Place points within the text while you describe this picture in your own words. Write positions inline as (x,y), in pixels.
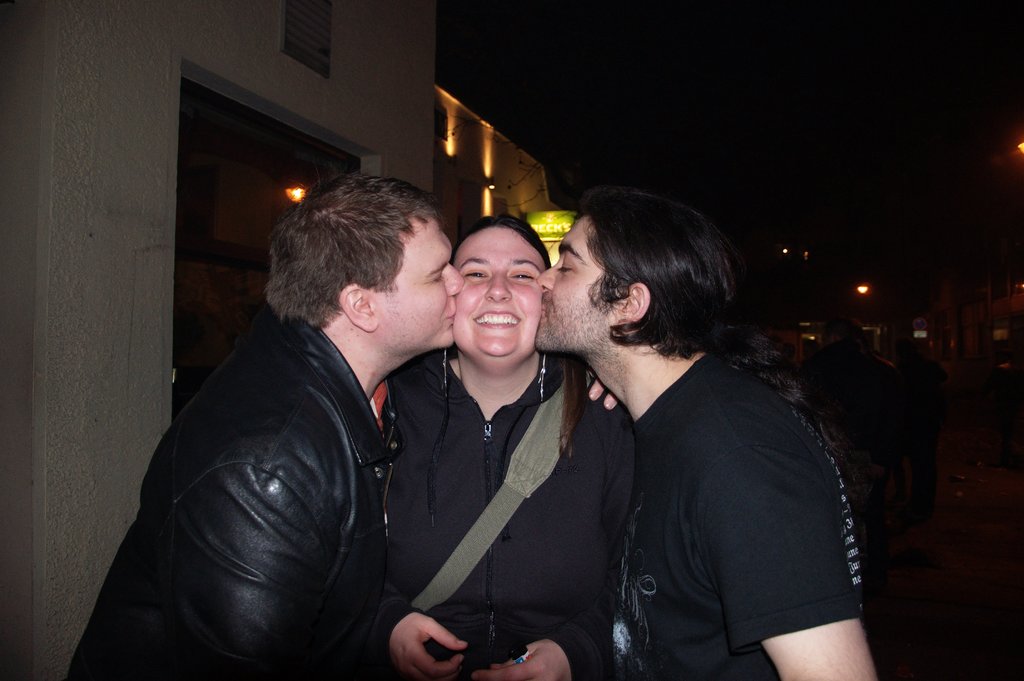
This is the picture taken in dark. There are three persons (236,506) in black dress (244,483) was standing on the floor (942,647). The woman (546,541) is smiling. Behind the people (379,496) there is a building (336,138) and lights (863,291).
